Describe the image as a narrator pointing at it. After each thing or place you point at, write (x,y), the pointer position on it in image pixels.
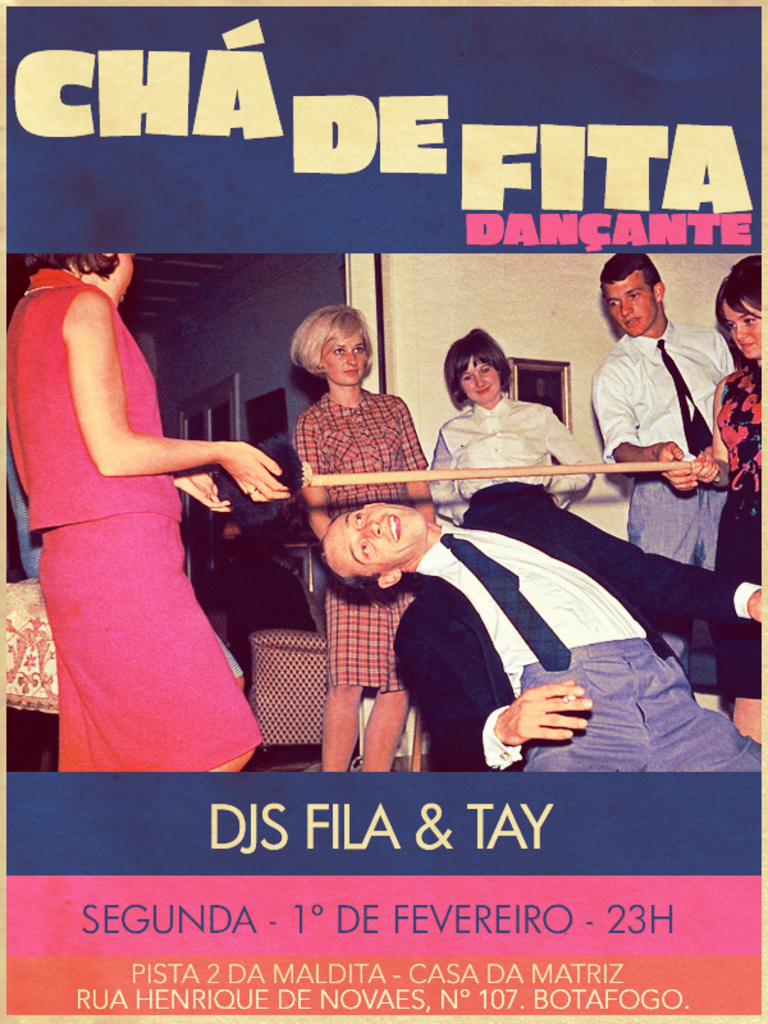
In this picture we can see a poster (135,570) of people (141,674), chairs (271,664) and there are photo frames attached to the wall (423,436). There are three persons (277,482) holding a stick (374,475). At the top (62,125) and bottom of the poster (290,950), it is written something.
